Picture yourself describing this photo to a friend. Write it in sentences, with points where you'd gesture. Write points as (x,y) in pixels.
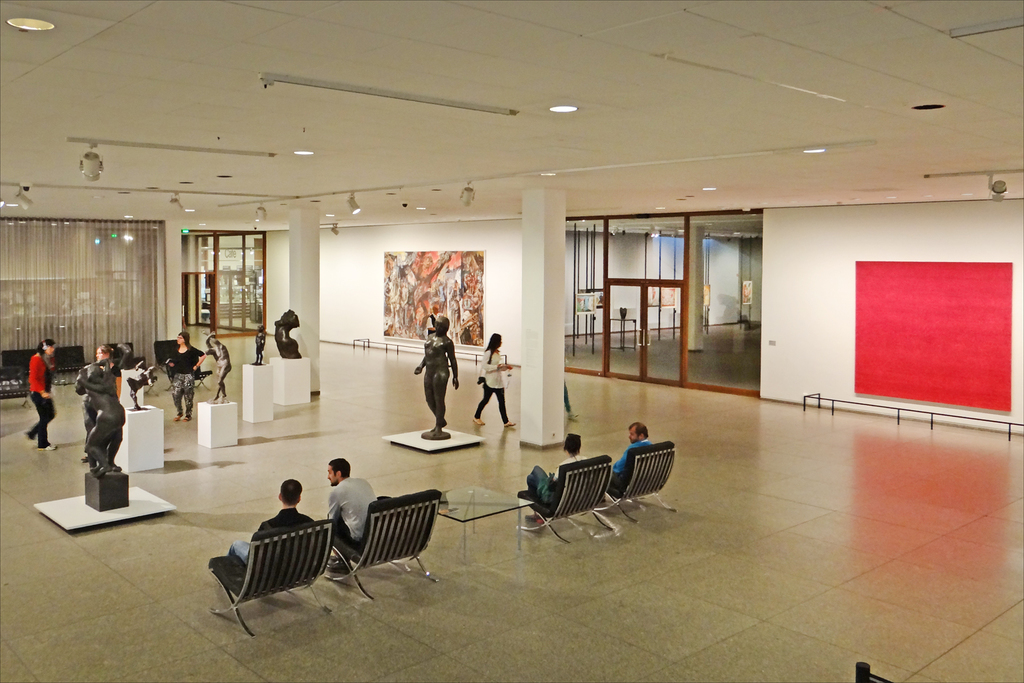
This image is taken indoors. At the top of the image (324,120) there is a ceiling (520,110) with a few lights (570,109) and CC-cams (1003,182). At the bottom of the image (584,612) there is a floor (253,643). In the background (1017,268) there are a few walls (178,274) with windows (249,275) and doors (191,285). There is a window blind (140,303). There are two paintings (413,283) on the walls (836,296). There are a few pillars (535,281). In the middle of the image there are a few statues (151,371). Three women (43,413) are walking on the floor (619,430) and four men (572,449) are sitting on the chairs (570,504) and there is a table (474,507) on the floor (490,619).
